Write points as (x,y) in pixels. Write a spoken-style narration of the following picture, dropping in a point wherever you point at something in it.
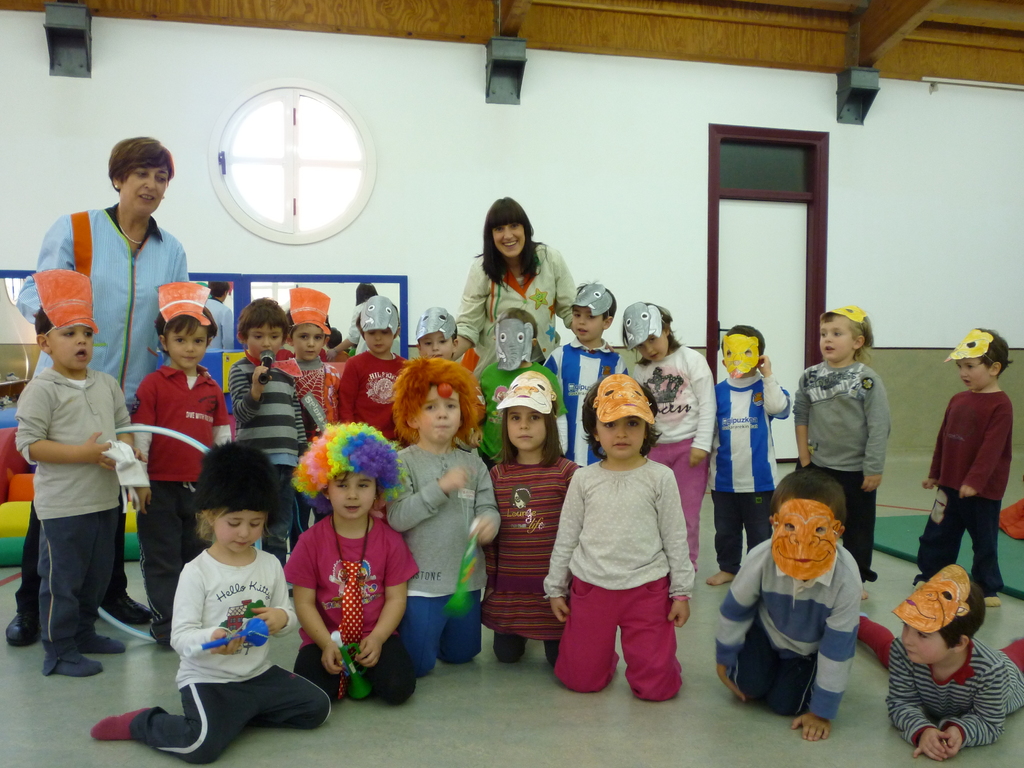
At the bottom of this image (987,542), there are children (584,319) and two women (88,228) in different color dresses (575,434) on the floor (293,632). These two women (136,179) are smiling and standing. Some of these children (702,427) are wearing masks (529,345). In the background (427,241), there are other persons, there is a white wall (241,50) and there are other objects (15,319).
